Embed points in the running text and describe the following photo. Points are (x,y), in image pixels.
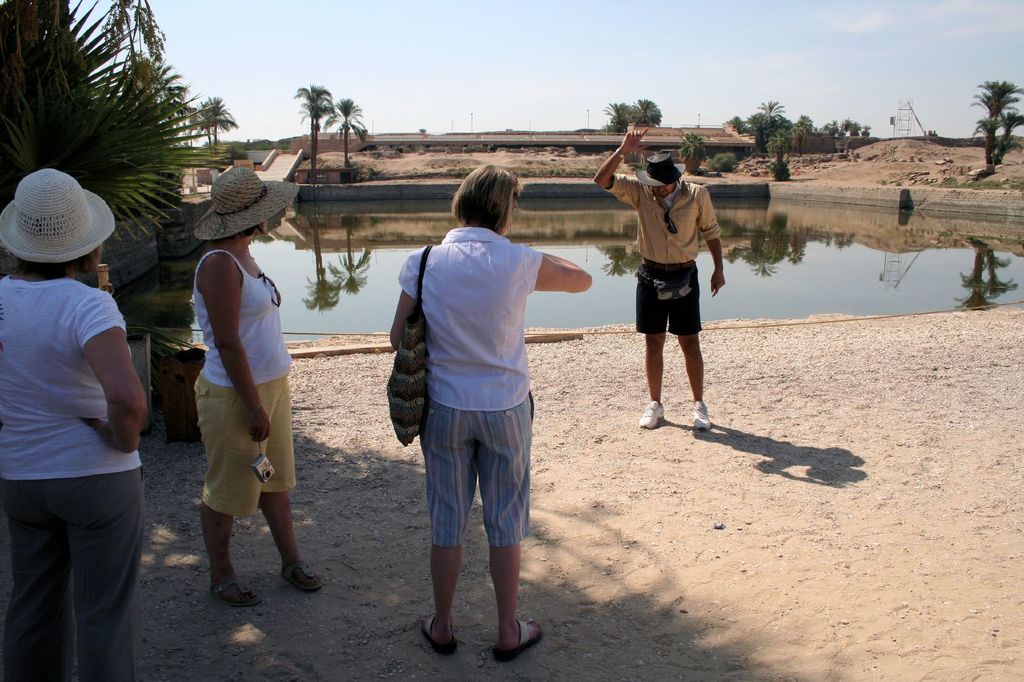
In the foreground of this image (347,347), there are four persons (120,381) standing on the ground (642,495) and few are wearing hats (663,173). In the background (172,159), there are trees (98,99), ponds (327,245), stairs (290,164), poles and the sky (666,70).
